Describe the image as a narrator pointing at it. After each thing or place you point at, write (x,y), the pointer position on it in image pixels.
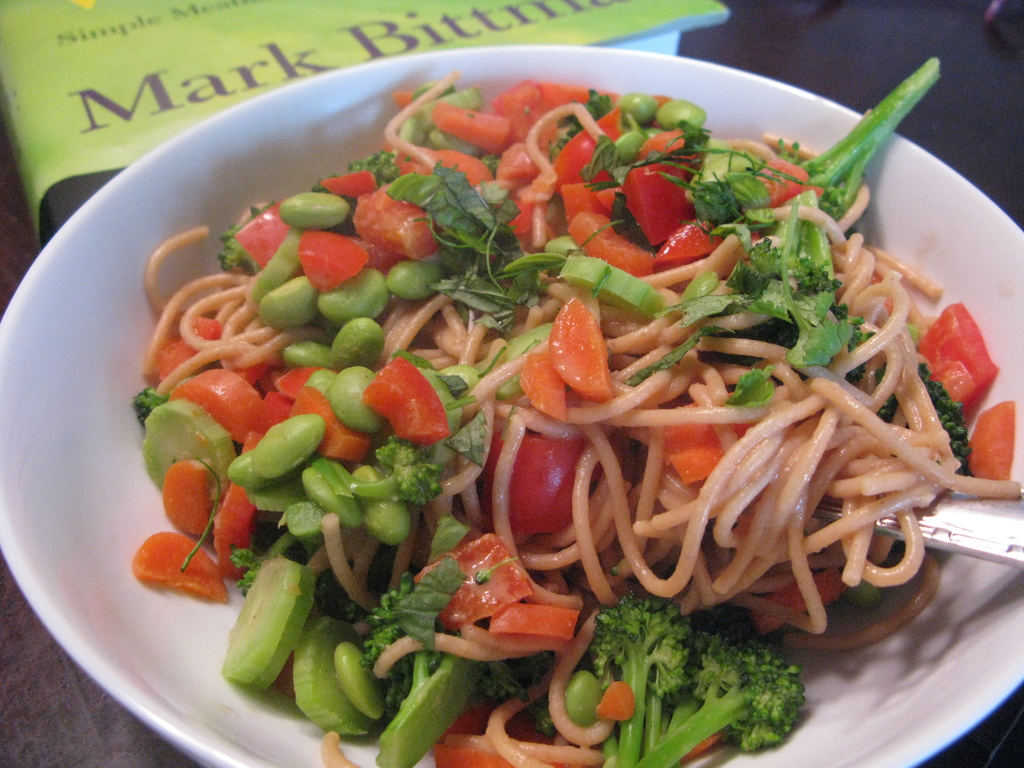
In the center of the image (501,269) we can see food (541,279) in bowl (545,457) placed on the table (81,724). At the top of the image (462,2) there is a book (64,207).
